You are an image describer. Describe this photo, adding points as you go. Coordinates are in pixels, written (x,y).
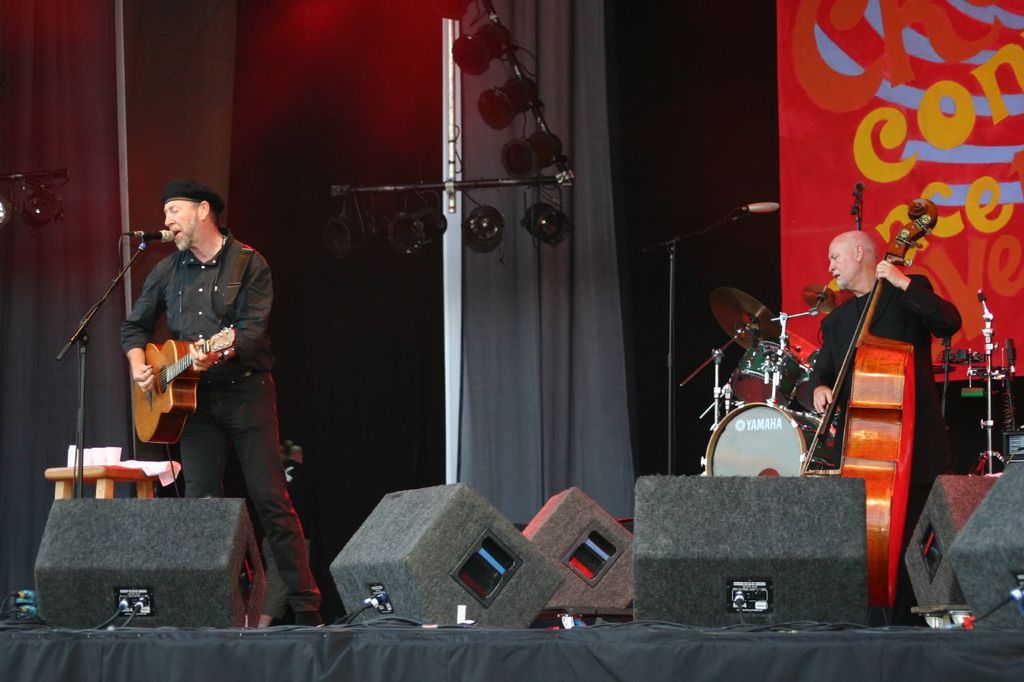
Here we can see the person (254,268) on the left side (156,316) playing a guitar (185,398) and singing a song with microphone (161,234) in front of him and the person (822,384) on the right side (862,379) is playing double bass (896,260), there are other musical instruments (784,415) present and there are speakers (103,534) also present here and there, there is a banner (806,145) present.
